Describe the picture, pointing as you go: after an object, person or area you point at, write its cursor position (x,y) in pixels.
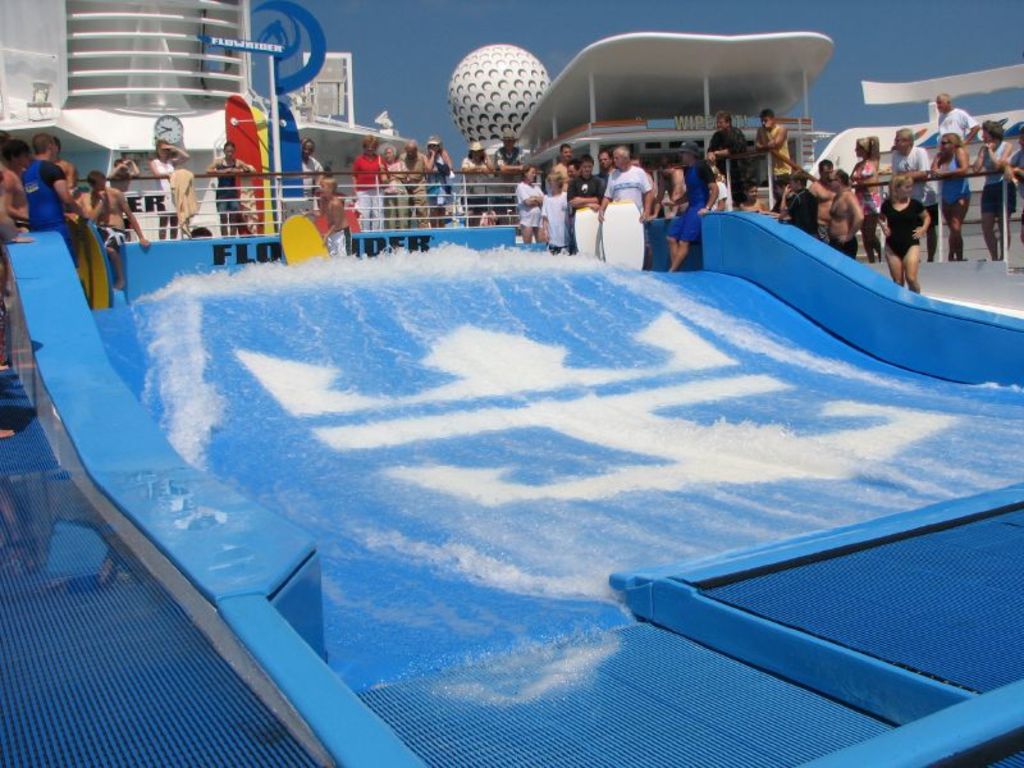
In this image in the background (166,153) there are persons (867,171) standing and there are objects (180,97) which are white in colour. In the front (403,442) there is water (398,431) and there is an object (143,498) which is blue in colour.
